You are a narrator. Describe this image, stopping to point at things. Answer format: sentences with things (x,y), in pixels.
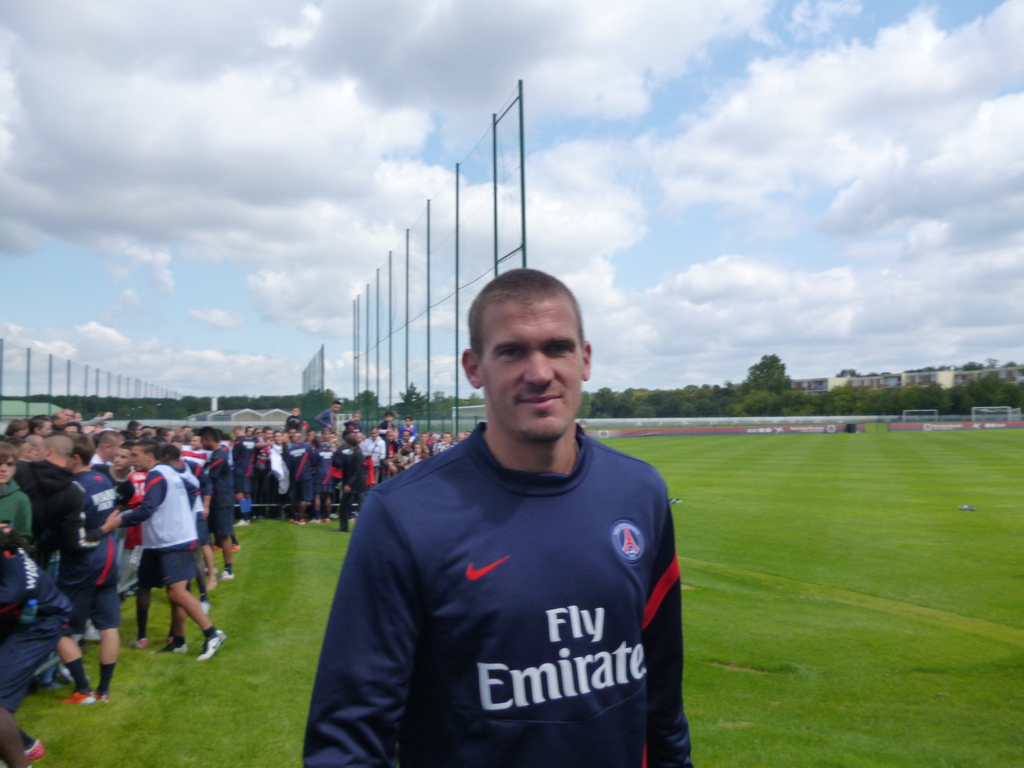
In this image there is a man (454,581) standing on a grassland (346,540), in the background (350,472) there are people (244,487) standing and there is fencing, trees (235,400) and the sky (617,152).
